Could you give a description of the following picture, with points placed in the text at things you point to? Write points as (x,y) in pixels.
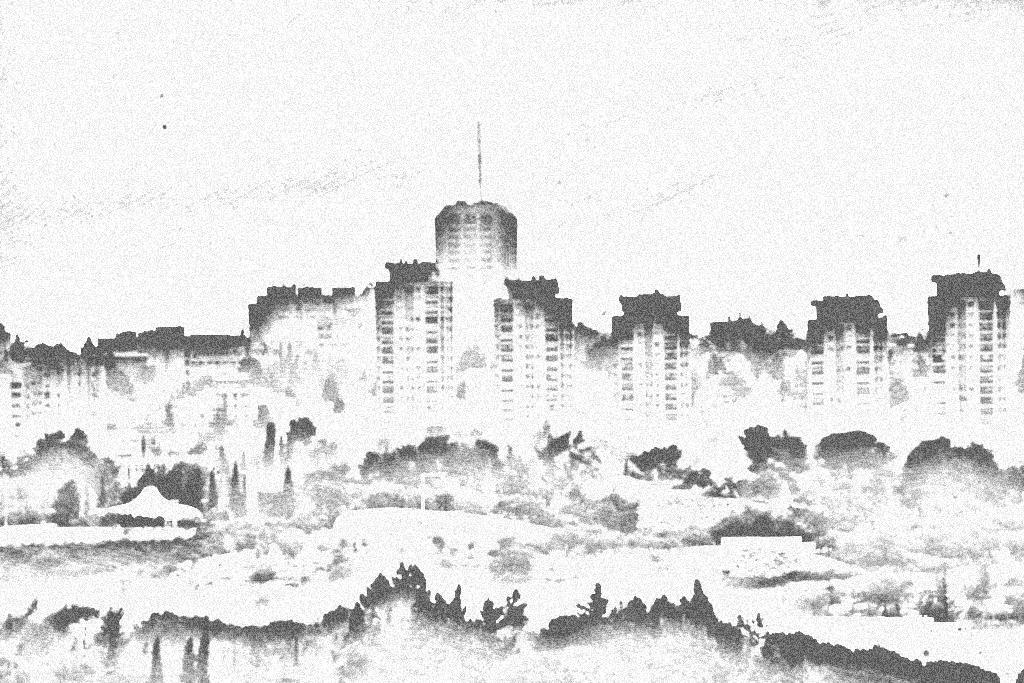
In this black and white image, we can see depiction of buildings (81,390). There is a sky (469,107) at the top of the image (369,112).
